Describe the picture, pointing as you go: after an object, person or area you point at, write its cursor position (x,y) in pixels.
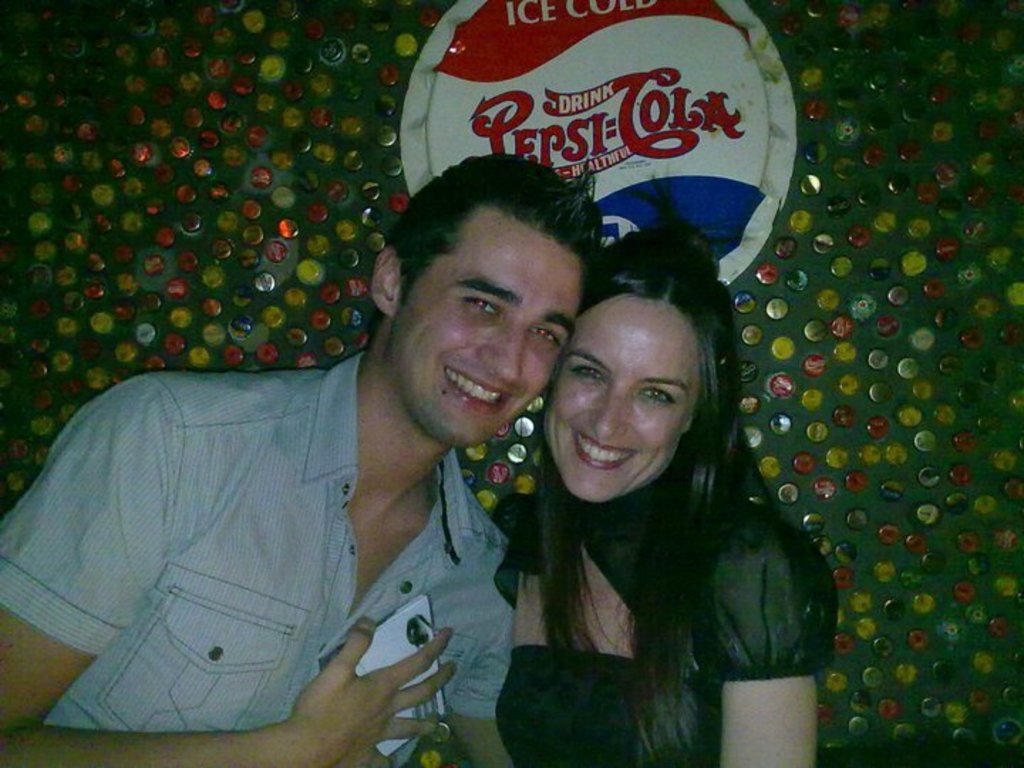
In this image I can see two people (671,313), a man (537,369) and a woman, standing and posing for the picture. I can see a wall (893,387) behind them with design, I can see a circular board (485,125) on the wall (903,493) with some text (625,142).
